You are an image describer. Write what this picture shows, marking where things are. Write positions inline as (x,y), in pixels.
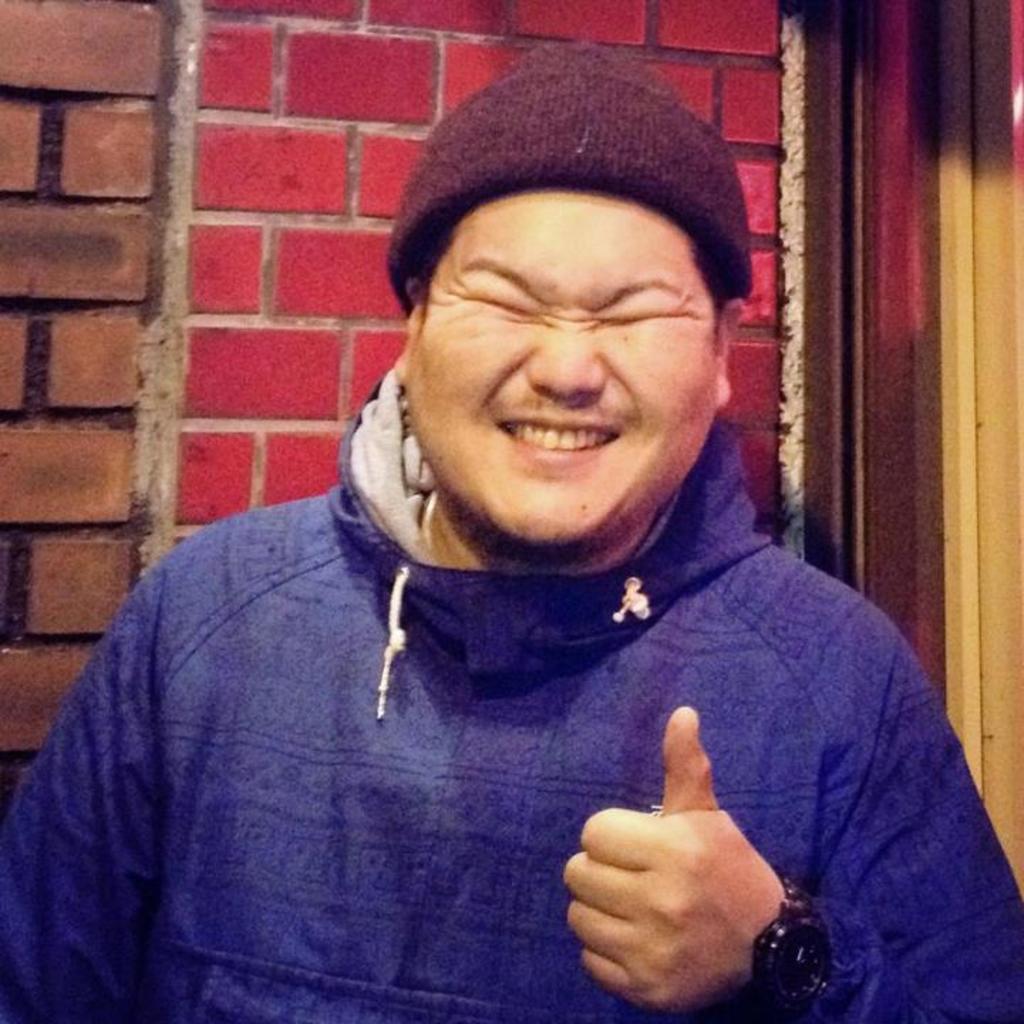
In this image we can see a man (459,869). He is wearing a cap (625,119) and a hoodie (438,810). In the background (319,179), we can see a wall (341,127). It seems like a door (983,353) on the right side of the image (975,390).
